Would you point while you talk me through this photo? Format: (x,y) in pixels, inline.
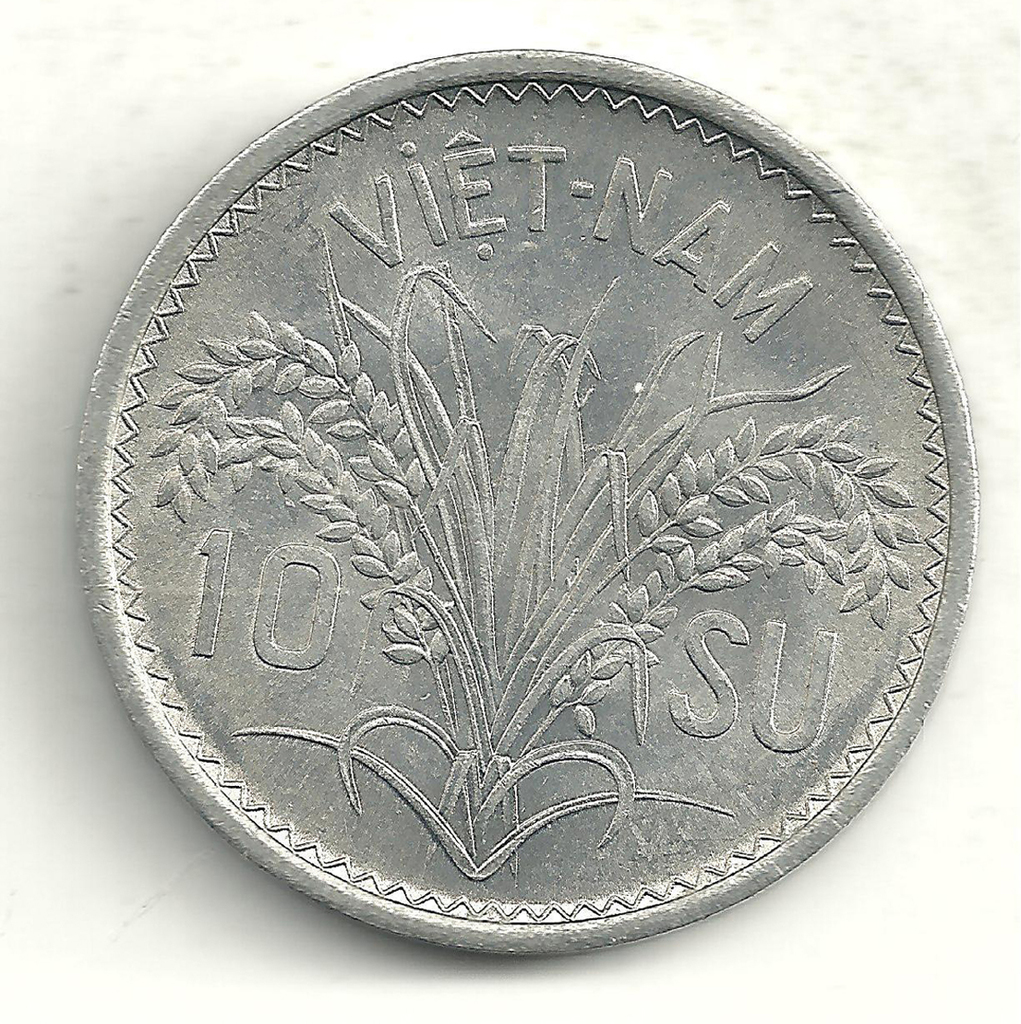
In the picture there is a currency coin (503,256) of Vietnam.
